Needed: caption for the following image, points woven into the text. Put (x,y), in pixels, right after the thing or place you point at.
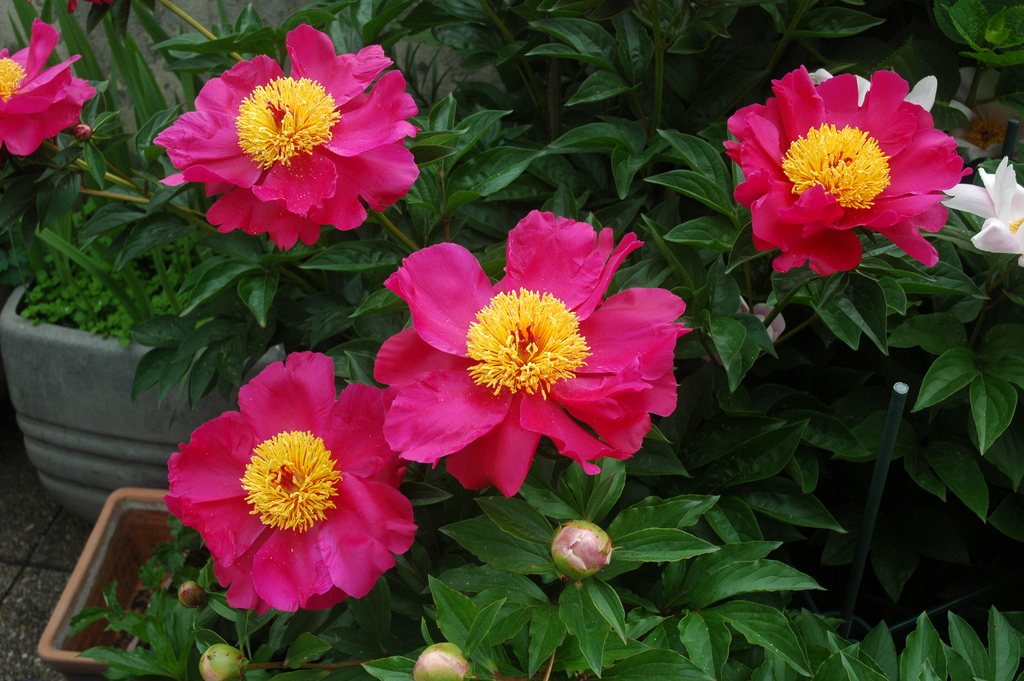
In this image we can see some potted plants (212,422) with flowers (200,492) and buds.
